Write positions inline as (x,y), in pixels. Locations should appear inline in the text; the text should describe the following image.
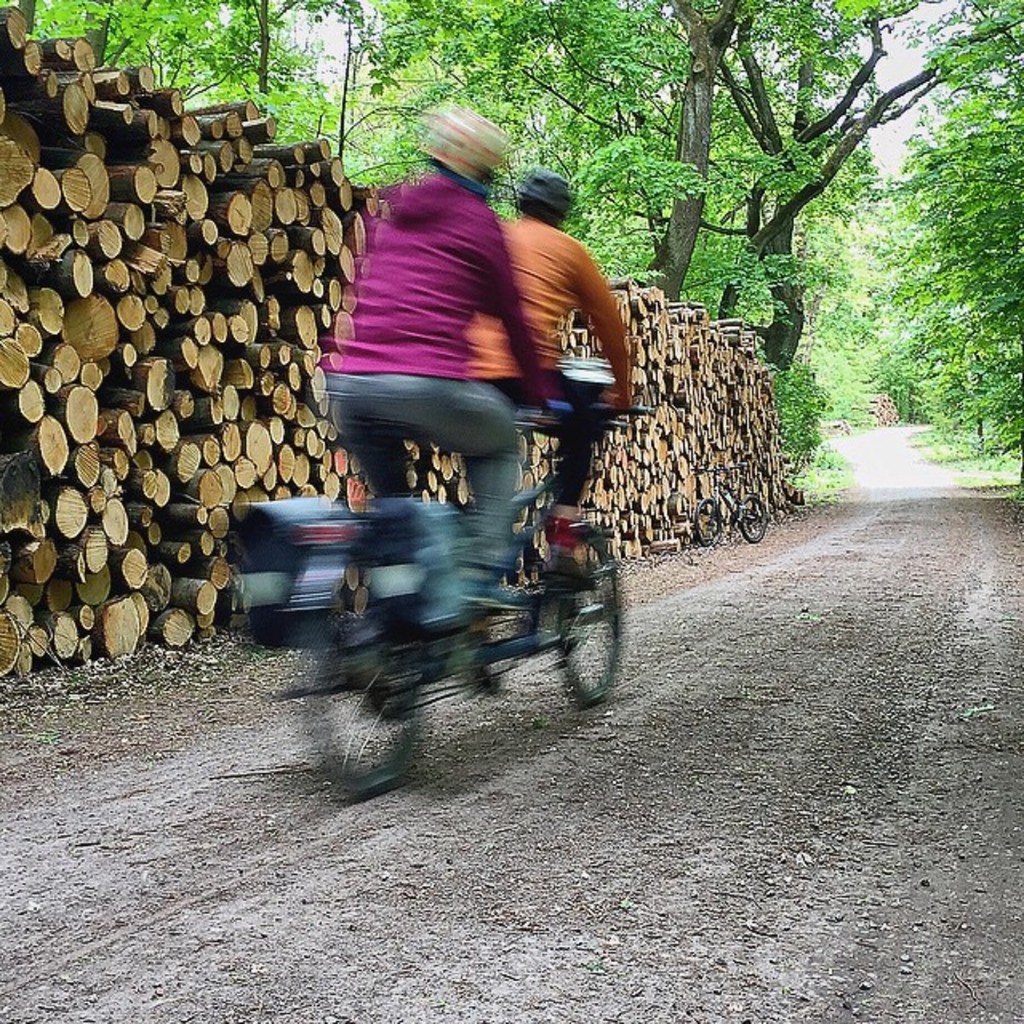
In this image I can see two people (457,352) are riding the bicycle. I can see few trees (686,168), wooden logs (74,376) and the bicycle (751,521) on the road (815,511).
